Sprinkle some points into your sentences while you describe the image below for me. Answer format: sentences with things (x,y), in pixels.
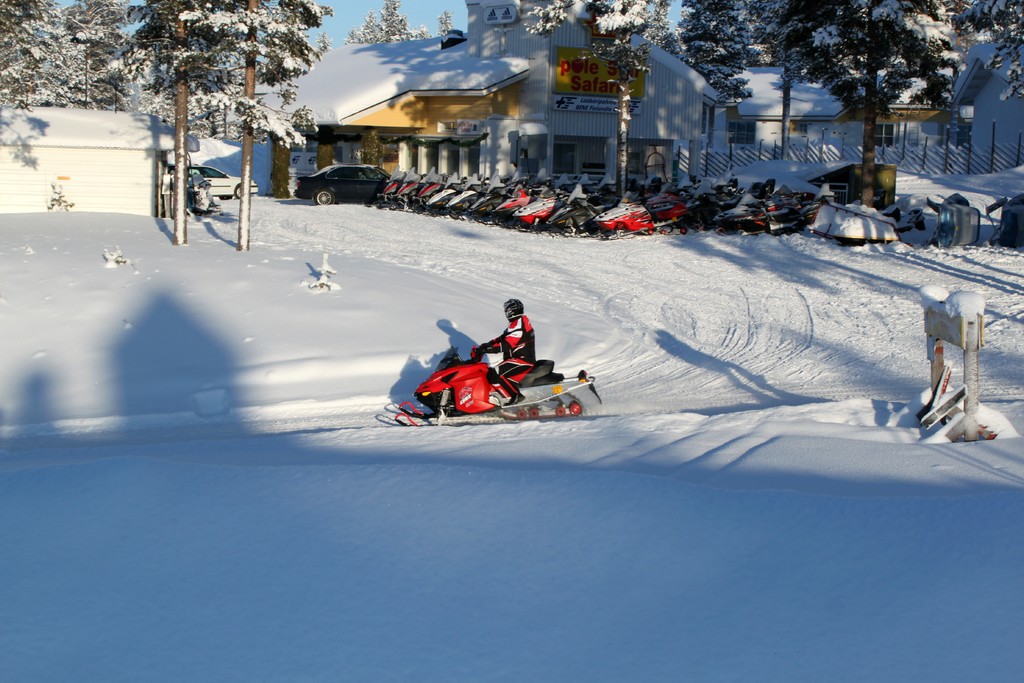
In the picture I can see a person (517,352) wearing dress (524,361) and shoes (492,403) is riding on the red color vehicle (542,403) which is on the snow (904,435). In the background (766,197), we can see a few more vehicles (486,187) are parked there, we can see trees (260,81) covered with snow (273,125) and houses (926,128) are covered with snow (986,50) and we can see the sky (334,42).
